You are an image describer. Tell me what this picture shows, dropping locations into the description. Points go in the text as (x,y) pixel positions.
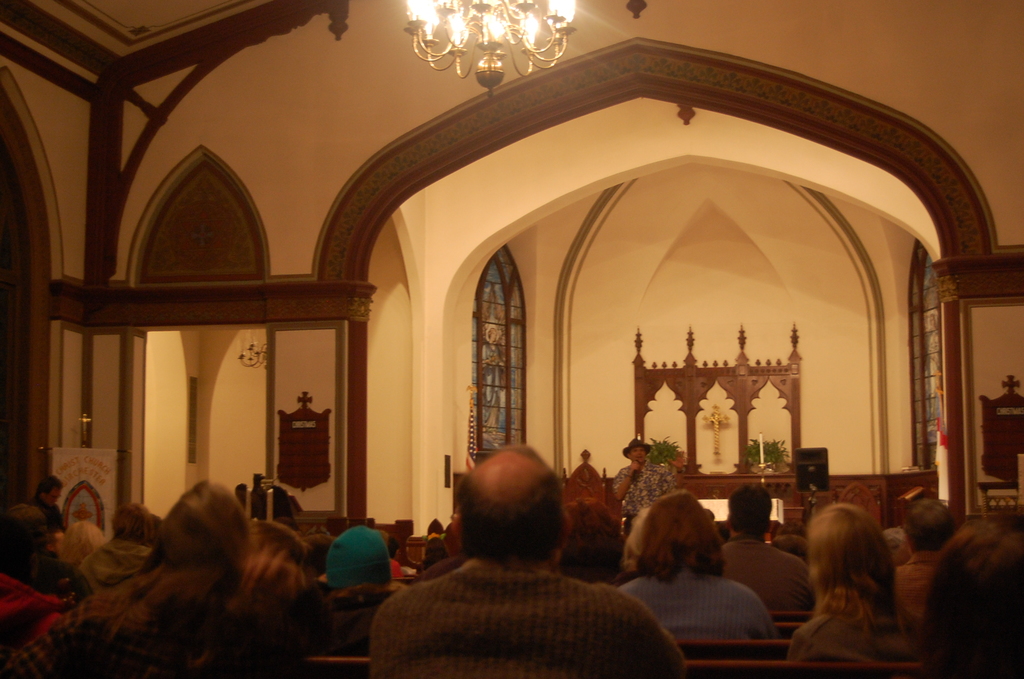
In this image we can see a man (636,487) standing and holding a mic (633,474). At the bottom (239,604) there are people (493,590) sitting and we can see walls (430,321), window (500,390) and lights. At the top (460,0) there is a chandelier (475,6).
